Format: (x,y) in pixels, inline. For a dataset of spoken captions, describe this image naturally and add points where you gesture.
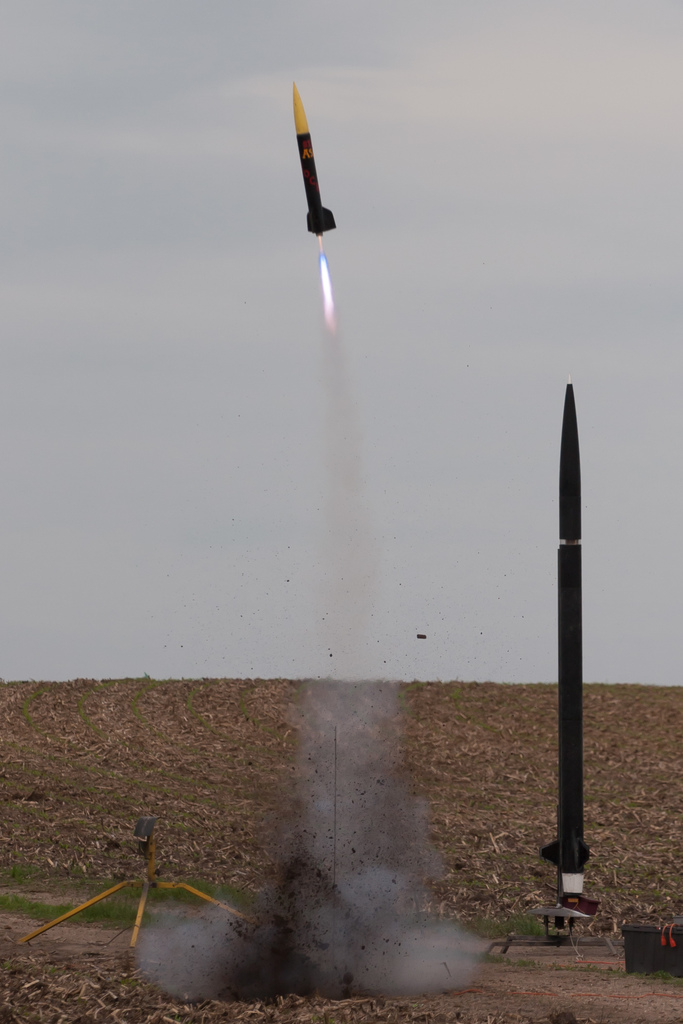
In the center of the image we can see one stand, rockets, one box (644,955) and a few other objects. In the background (216,408) we can see the sky (260,379), clouds (284,400), grass (524,928) etc.
